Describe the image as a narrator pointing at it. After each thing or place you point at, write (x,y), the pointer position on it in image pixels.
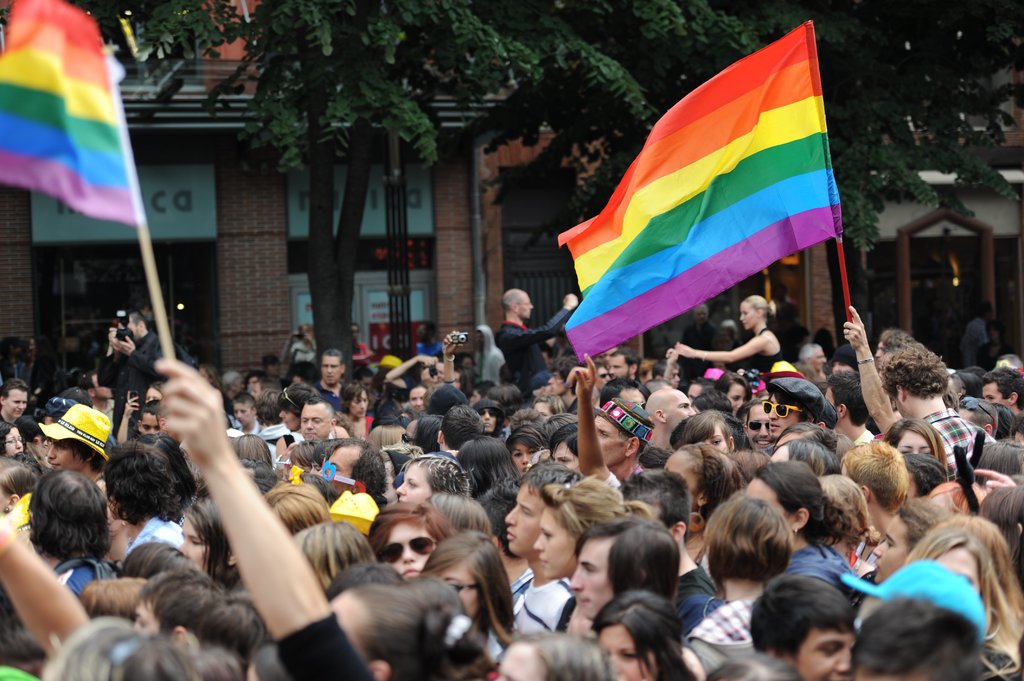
In the foreground of this image (529,519), there is the crowd (448,397) and two (302,625) are holding flags (827,199) in the air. In the background (362,246), there are buildings (274,239), trees (433,91) and few posters (202,211).
